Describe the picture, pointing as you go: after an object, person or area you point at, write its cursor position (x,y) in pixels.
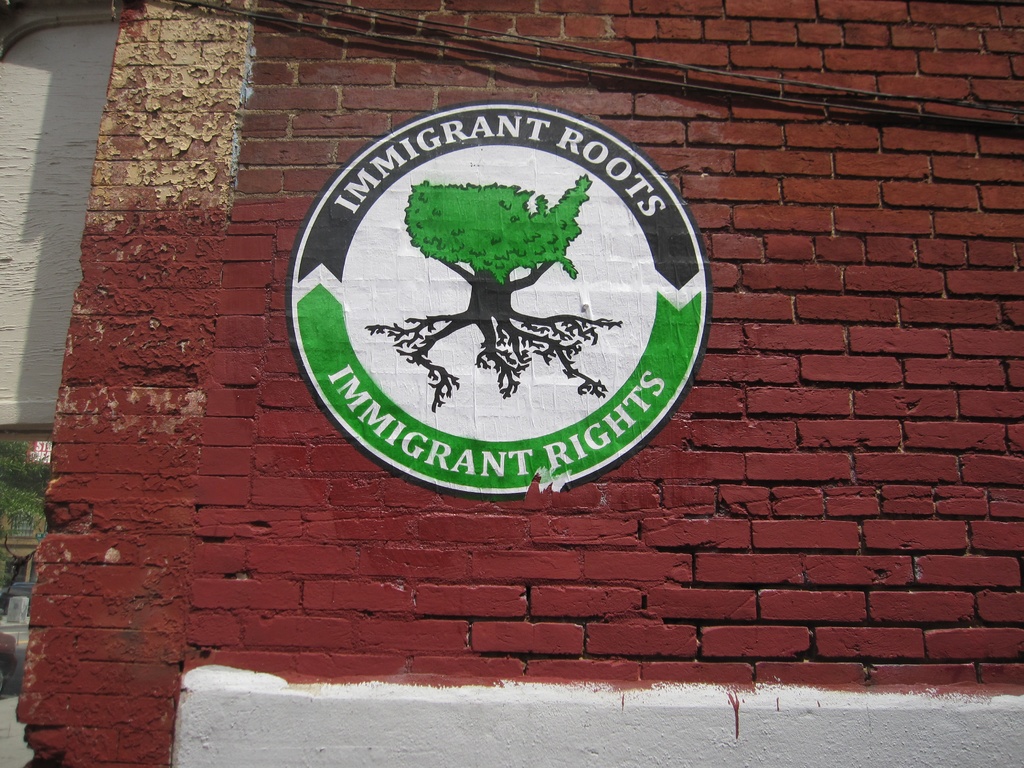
It is a poster (464,364) on the brick wall (765,534).
